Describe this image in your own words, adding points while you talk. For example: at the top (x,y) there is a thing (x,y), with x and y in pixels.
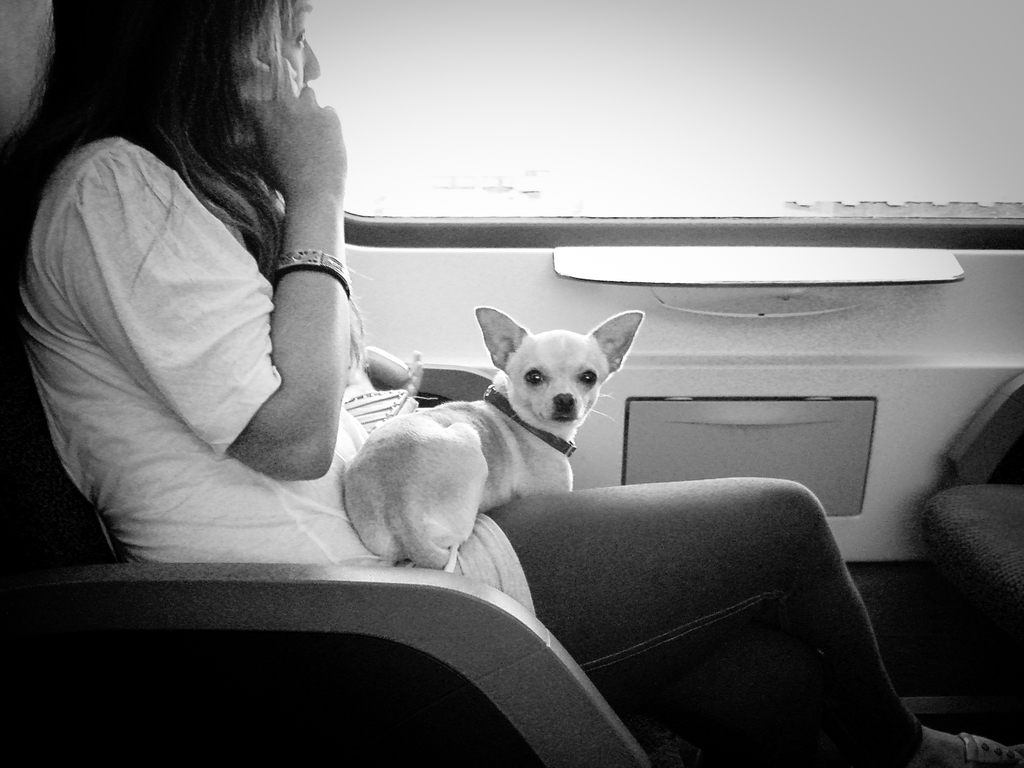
This is a black and white image. In this image we can see a woman (305,341) sitting on the seat (505,610) of a motor vehicle (767,396) and a dog (466,481) on her lap (594,549).
